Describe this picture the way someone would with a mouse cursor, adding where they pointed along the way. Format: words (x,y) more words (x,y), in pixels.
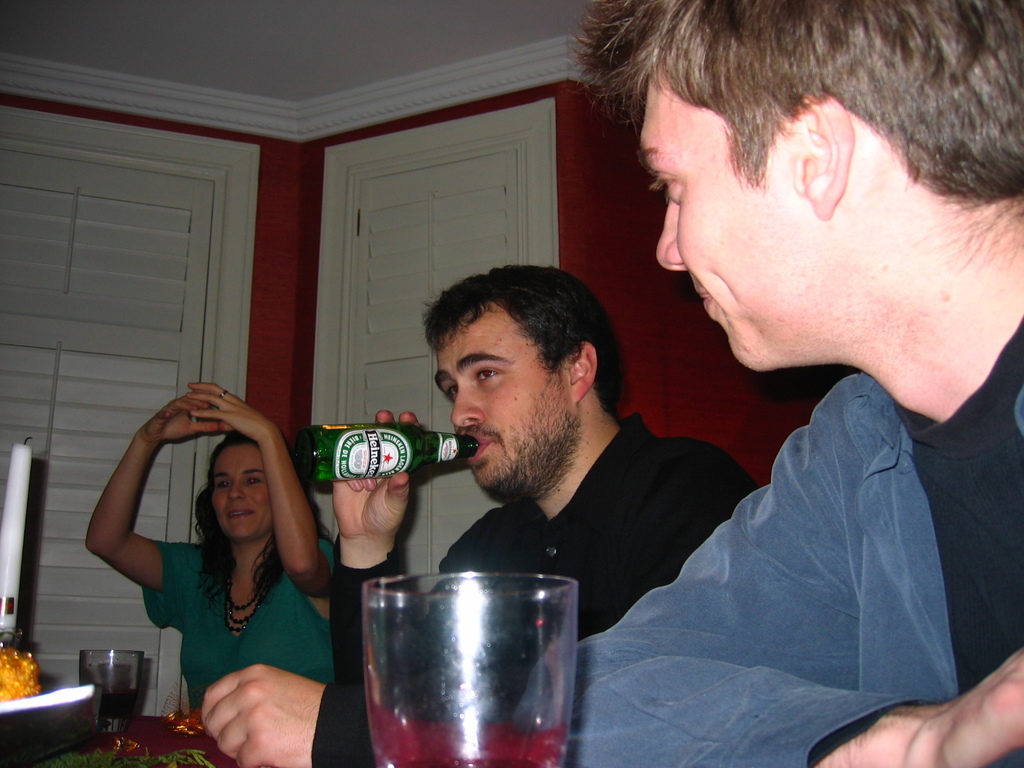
In this image I can see two men (482,355) and a woman (206,393). I can also see he is holding a bottle (425,444) and on this table (27,765) I can see two glasses (458,744) and a candle (12,572).
